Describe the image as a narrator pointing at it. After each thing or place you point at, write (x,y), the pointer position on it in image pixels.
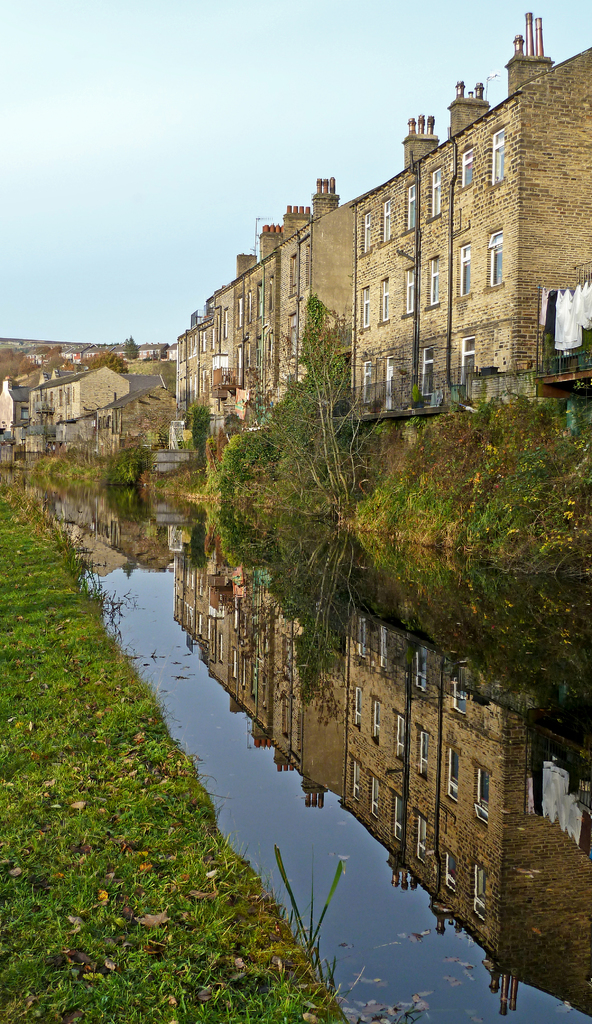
In this image there is water (498,843) having a reflection (559,806) of buildings (226,350). Left side (15,914) there is grassland (119,713). Right side (474,448) there are plants (271,454) and trees (316,473) on the land (389,441). Background (93,377) there are buildings (151,352) and trees (56,350). Top of the image (234,99) there is sky (240,145).
